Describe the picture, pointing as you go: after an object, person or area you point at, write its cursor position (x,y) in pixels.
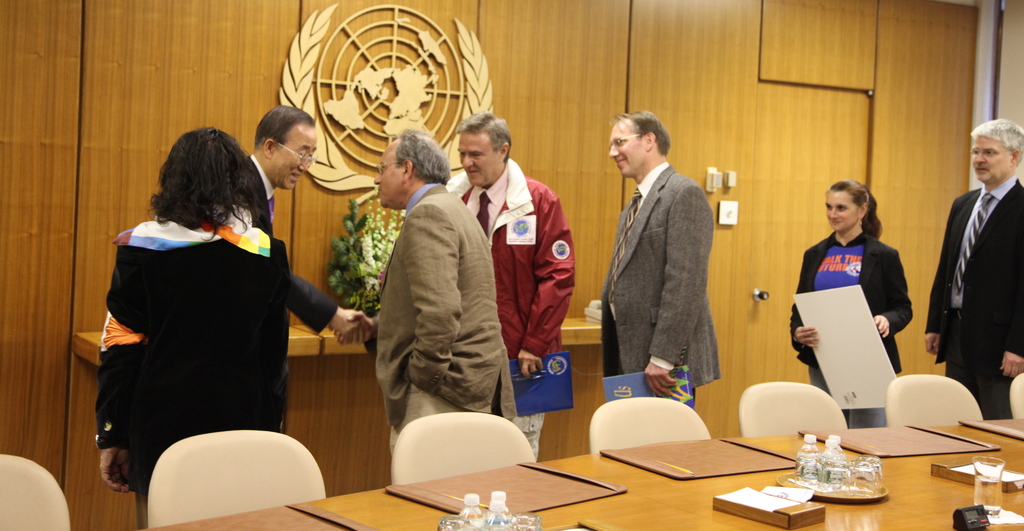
In this picture, we can see a few people (504,317), two persons (383,317) are shaking their hands (337,315), and a few are holding some objects (802,307), and we can see table (959,465) and some objects (496,482) on it like water bottles (468,513), glass (983,479), and we can see the wall (533,91) with doors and some objects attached to it, and we can see some plants (370,249).
